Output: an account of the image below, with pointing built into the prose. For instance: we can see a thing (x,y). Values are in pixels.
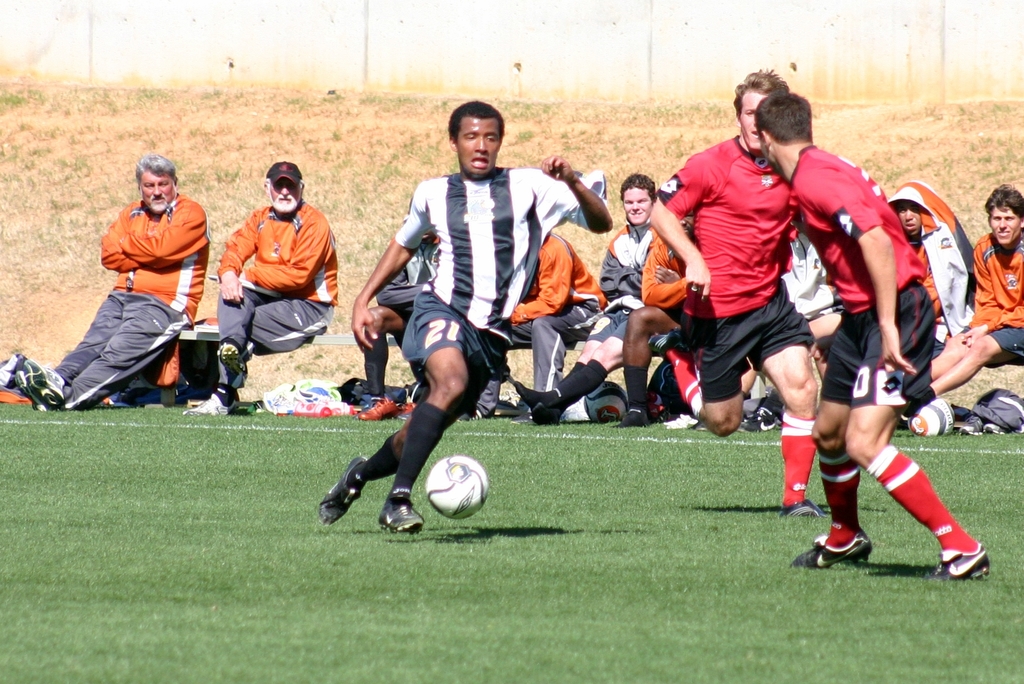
This image is clicked in a ground (116,546). There are some persons (957,342) sitting on benches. There are 3 persons (769,250) in the middle (526,293), who are playing. There is a ball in the middle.
